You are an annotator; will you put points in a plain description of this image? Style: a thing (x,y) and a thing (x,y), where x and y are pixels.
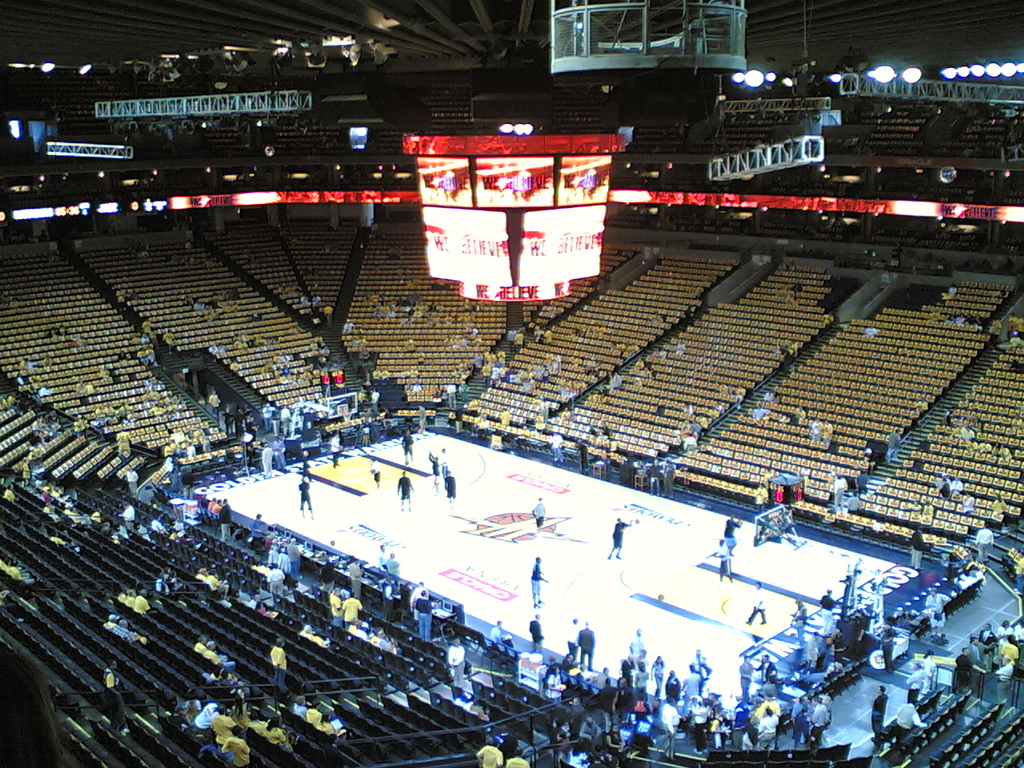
This image is taken inside of a stadium (507,646), where in the middle (410,501), there is a basketball court (591,580) on which persons (622,540) are moving, around it there are persons (303,300) and chairs (173,630). On the top (550,209), there are screens (514,188), many chairs (674,135), lights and the ceiling (152,53).
